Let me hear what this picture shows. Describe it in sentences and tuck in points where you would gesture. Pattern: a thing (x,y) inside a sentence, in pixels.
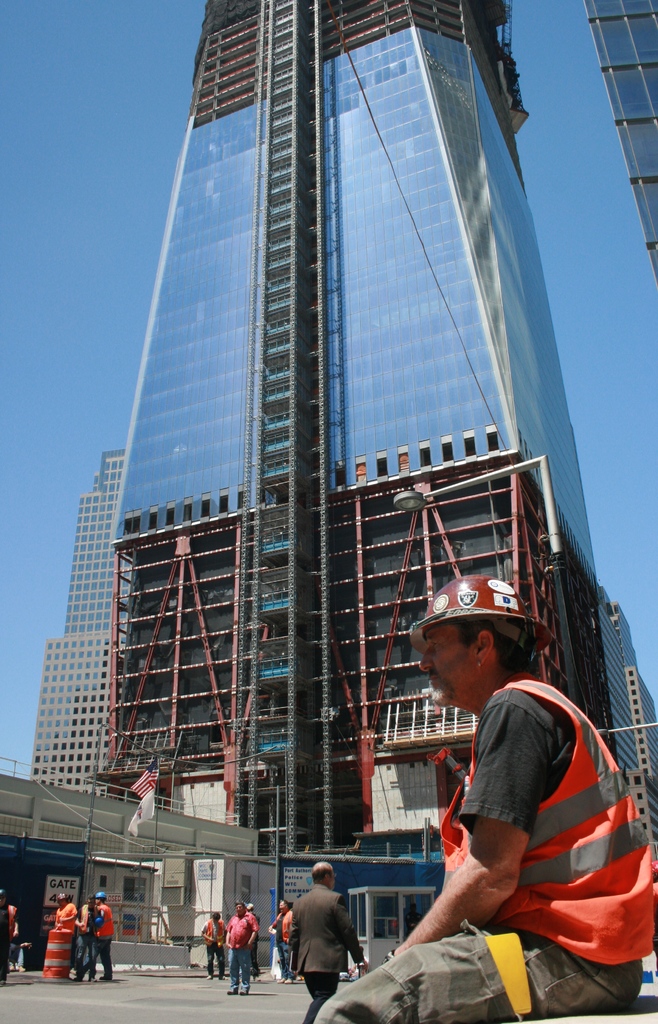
In this image there is a worker (476,780) sitting on the wall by wearing the jacket (559,814). In the background (319,418) there is a building (281,493) under construction. At the top (60,224) there is the sky (60,224). On the left side (99,943) there are few workers (111,933) standing on the road (165,992).
